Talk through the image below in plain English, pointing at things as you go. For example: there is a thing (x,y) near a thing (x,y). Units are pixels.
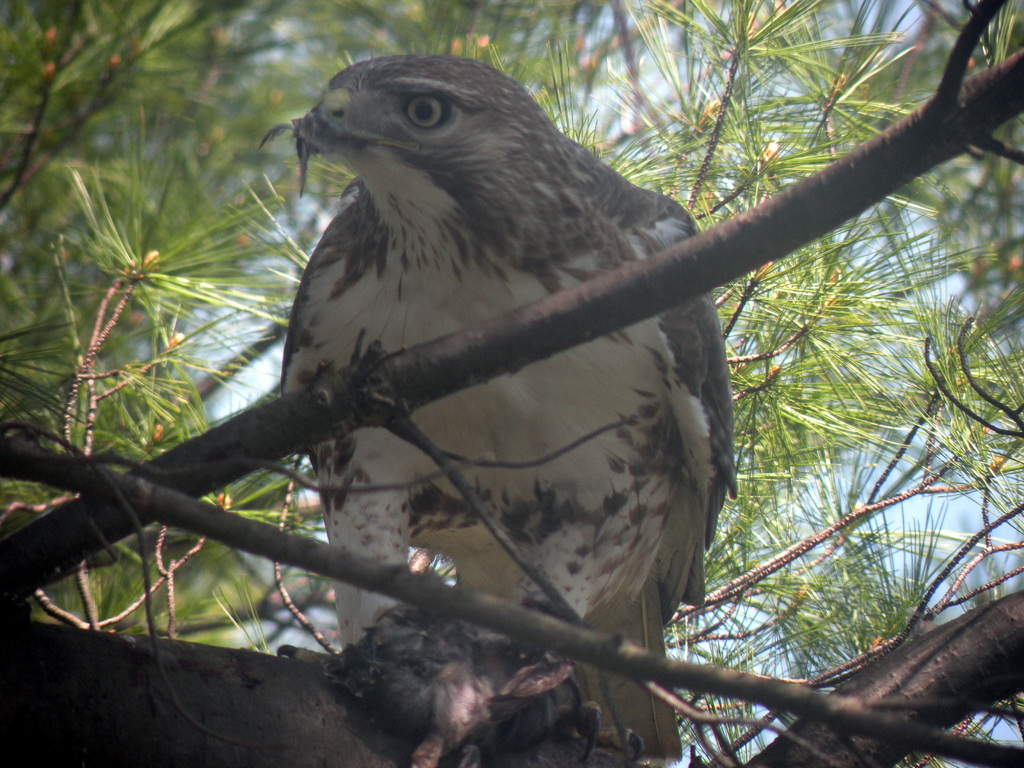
In this image in the front (420,378) there are stems (303,551) of a tree (265,442) and in the center (514,413) there is a bird (513,486) sitting on a tree (275,670). In the background (822,444) there are leaves (842,420).
